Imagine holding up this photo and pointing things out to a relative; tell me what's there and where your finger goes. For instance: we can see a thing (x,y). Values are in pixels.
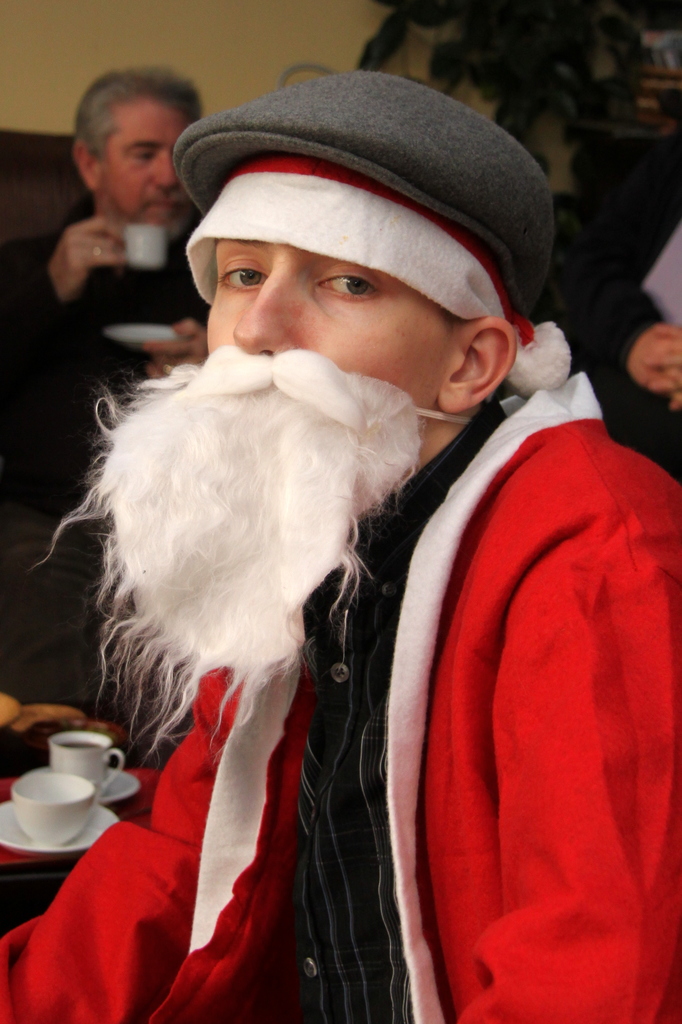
In the picture I can see people (403,486) among them one person (409,479) is wearing a costume (306,593), hats (371,259) and some other objects (254,431). In the background (97,791) I can see cups (58,773) on saucers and a man (94,126) is holding a cup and a saucer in hands (163,372).
